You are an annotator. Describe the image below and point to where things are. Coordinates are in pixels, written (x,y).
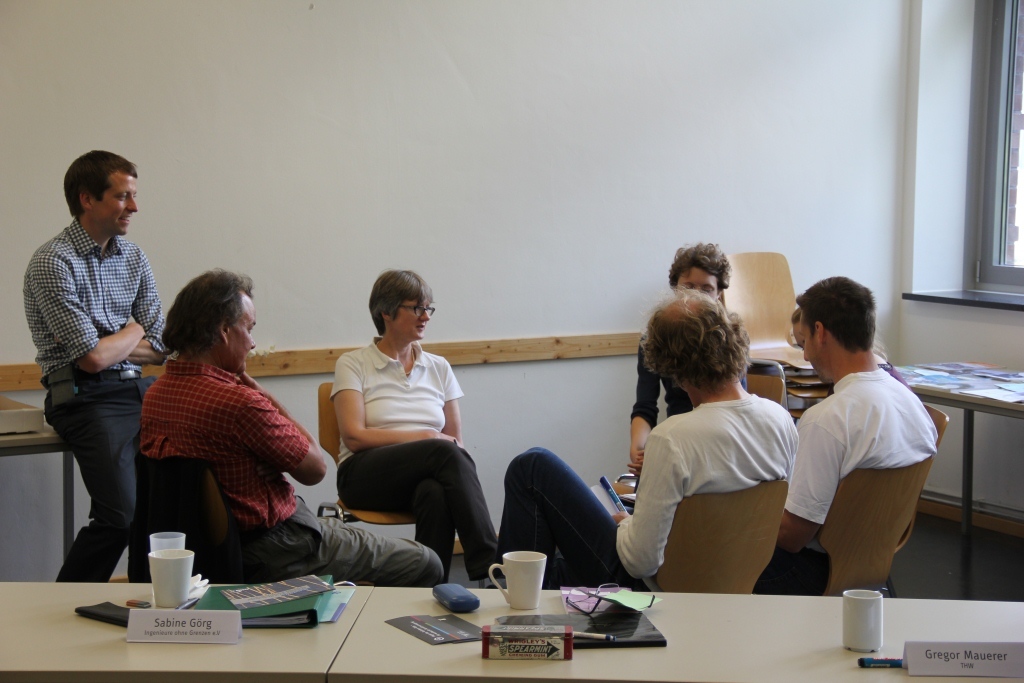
In this image we can see few people (218,382) sitting on chairs (710,502). One person (105,434) is sitting on a table (46,453). There are tables (280,672). On the tables (361,591) there are books (303,610), papers (344,600), cups (185,559), name boards (161,637), box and many other items (459,593). In the back (519,190) there is a wall (536,200). Also there are chairs (806,371). On the right side (1021,143) there is a window (1011,237).
